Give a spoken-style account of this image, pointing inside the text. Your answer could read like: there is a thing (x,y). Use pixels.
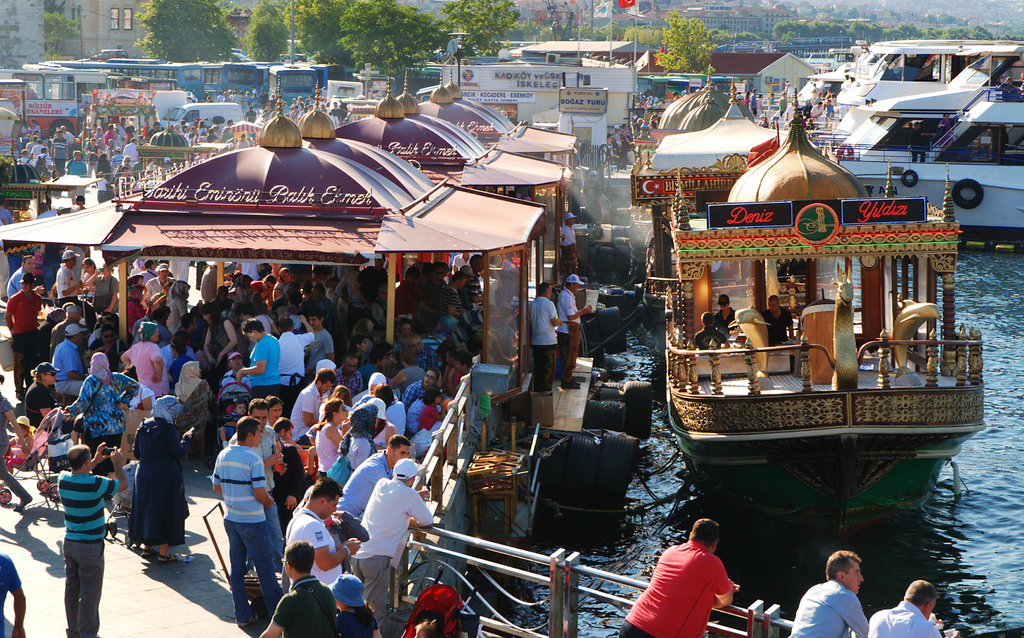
This picture describes about group of people (239,348), few are seated and few are standing, and we can see few boats (776,284) on the water (955,506), in the background (465,20) we can find few vehicles (103,74), trees (411,52), houses (549,62), hoardings (547,80) and poles (635,28).
